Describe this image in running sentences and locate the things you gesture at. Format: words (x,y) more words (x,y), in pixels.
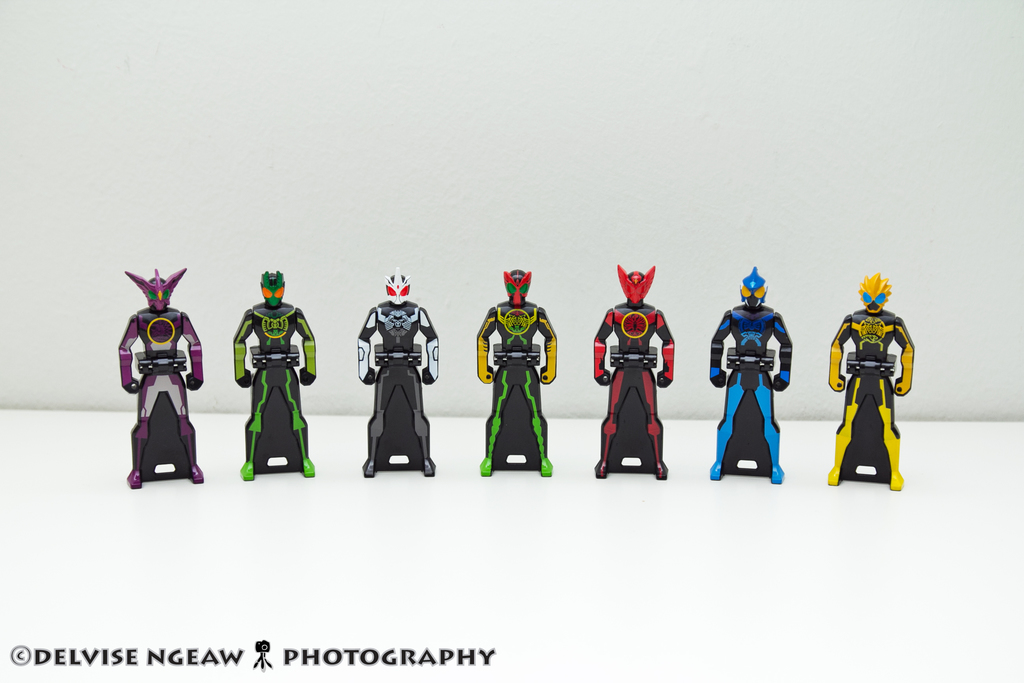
In this image I can see there are power ranger toys (616,386) in different colors. At the bottom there is the name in black color.
